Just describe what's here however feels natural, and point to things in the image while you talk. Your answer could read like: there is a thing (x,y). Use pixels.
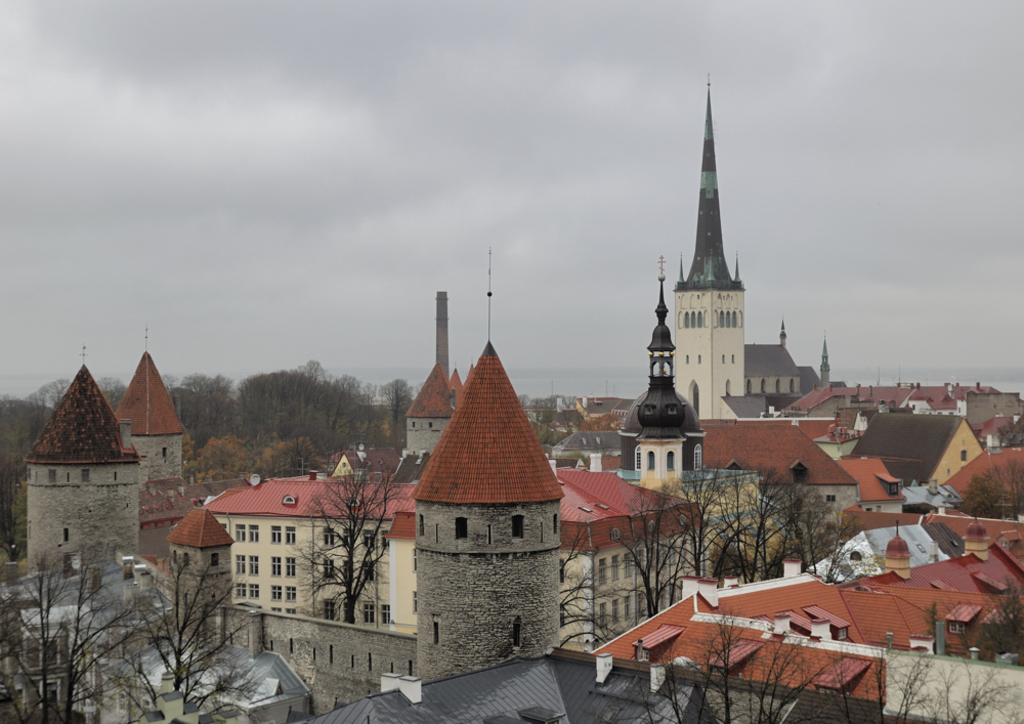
This is the picture of a city (660,454). In this image there are buildings (455,461) and trees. At the top (430,191) there are clouds (584,157).
